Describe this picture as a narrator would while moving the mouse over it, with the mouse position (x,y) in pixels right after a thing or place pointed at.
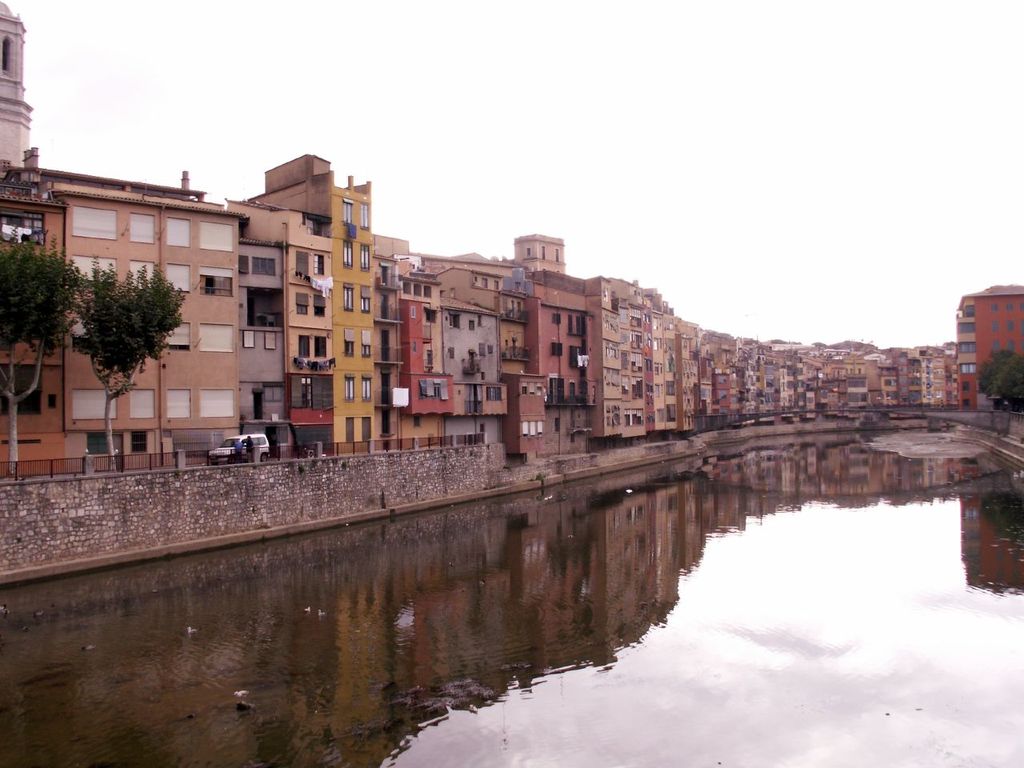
In the center of the image (475,378) we can see buildings (445,352), windows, clothes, trees (1,369), bridge (719,425), truck (231,448), persons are there. At the bottom of the image (711,693) we can see the water (719,474). At the top of the image (700,77) we can see the sky (587,178).
